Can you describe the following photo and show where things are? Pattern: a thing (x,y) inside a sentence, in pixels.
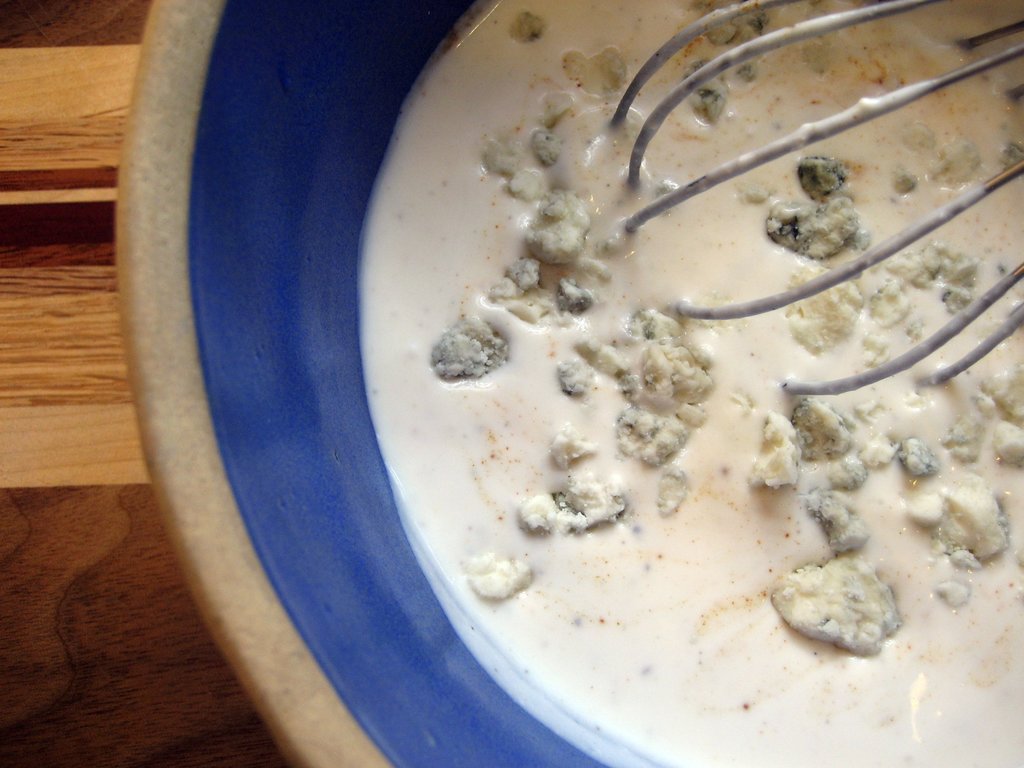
In the image there is white liquid (764,265) with blue cheese (664,432) in a bowl (367,78) with a mixing tool (791,295) on a wooden table (45,382).
